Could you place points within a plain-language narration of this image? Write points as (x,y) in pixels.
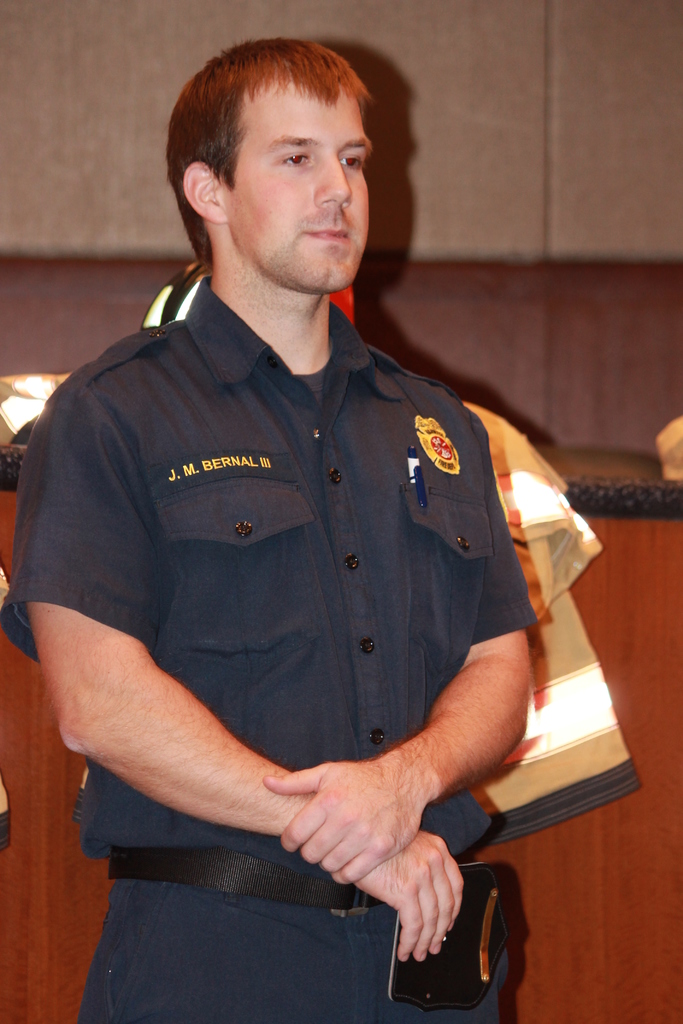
In the foreground of this picture (306,344) we can see a person (297,472) wearing uniform (328,600) and standing. In the background (621,678) we can see the wall (578,163) and some other objects (567,587).
